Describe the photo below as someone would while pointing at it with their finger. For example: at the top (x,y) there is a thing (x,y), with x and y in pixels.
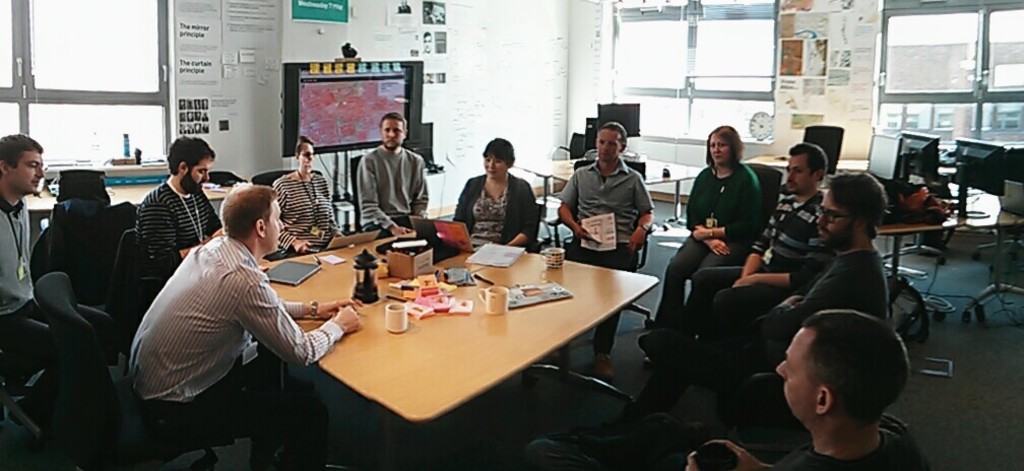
In this picture there are a group of people (330,348) sitting at the table (381,312). On the table (387,352) there is a book (292,281), laptop (355,241), coffee mug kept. There are windows (649,60) in the background (150,57).
